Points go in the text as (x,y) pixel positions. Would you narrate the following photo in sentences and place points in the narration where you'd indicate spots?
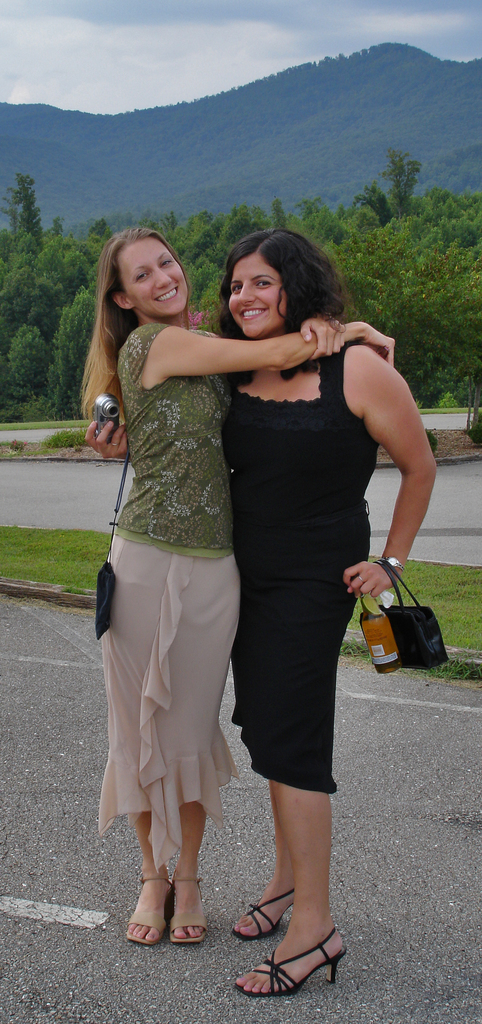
In this image I can see a woman (283,510) wearing black colored dress (311,511) is holding a bottle (367,636) and a bag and another woman (196,486) wearing green and cream colored dress (171,568) are standing on the road (70,781) and smiling. In the background (71,560) I can see some grass (65,558), few trees (64,365), a mountain (318,139) and the sky (162,34).
